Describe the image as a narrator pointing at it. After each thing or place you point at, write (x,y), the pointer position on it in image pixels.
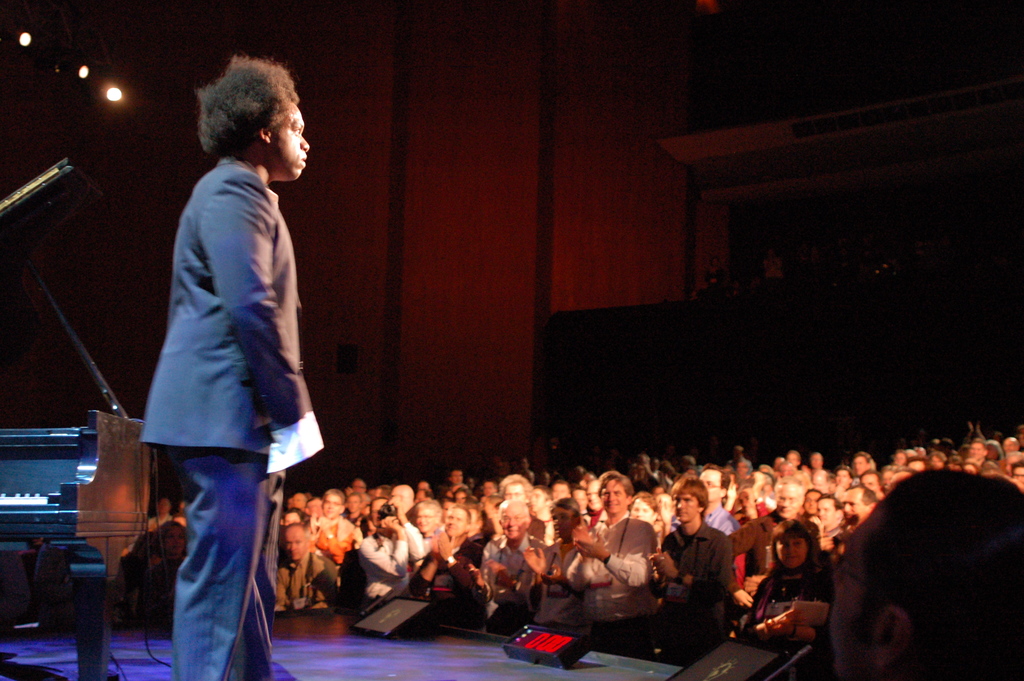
In this image we can see a person (192,394) wearing suit (191,393) standing on stage (314,641), there is piano (70,466), microphone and some sound boxes (369,618) on stage (356,613) and on right side of the image (785,512) there are some persons (701,481) standing and clapping and top of the image (506,198) there are some lights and wooden wall (449,305).
